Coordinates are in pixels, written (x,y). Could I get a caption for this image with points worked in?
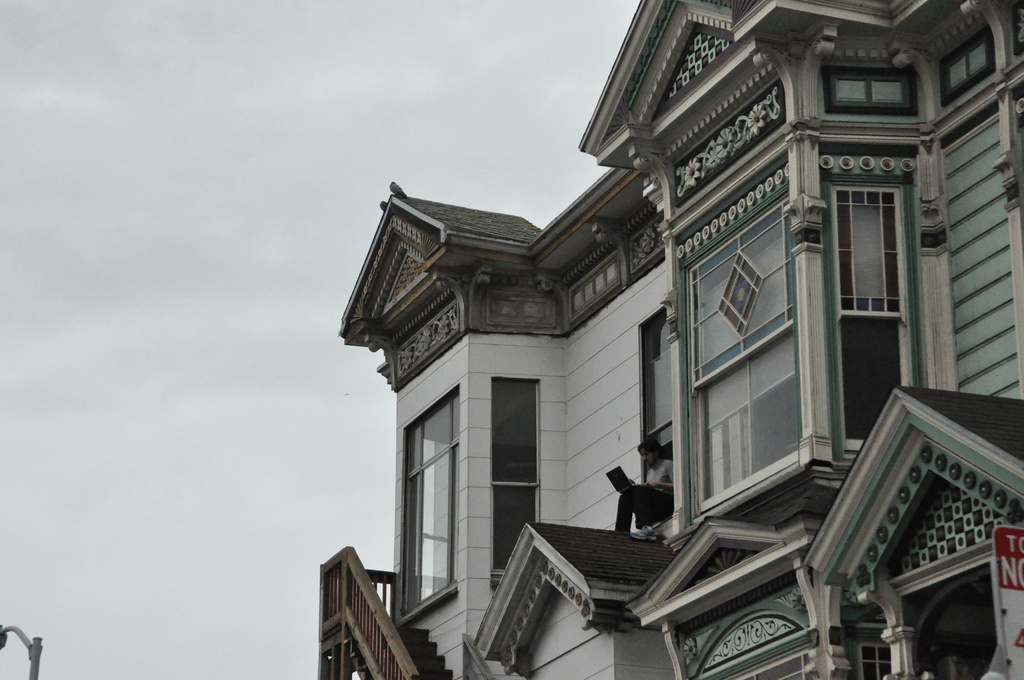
In this image there is a person (645,499) sitting near the window (667,428) of a building (475,452). He is having a laptop (615,486) on his lap (660,498). Bottom of the image (388,612) there is staircase (370,643) to the building (445,609). Left bottom there is a street light (37,670). Left side (123,194) there is sky (192,289). Right bottom there is a board (1003,611).
